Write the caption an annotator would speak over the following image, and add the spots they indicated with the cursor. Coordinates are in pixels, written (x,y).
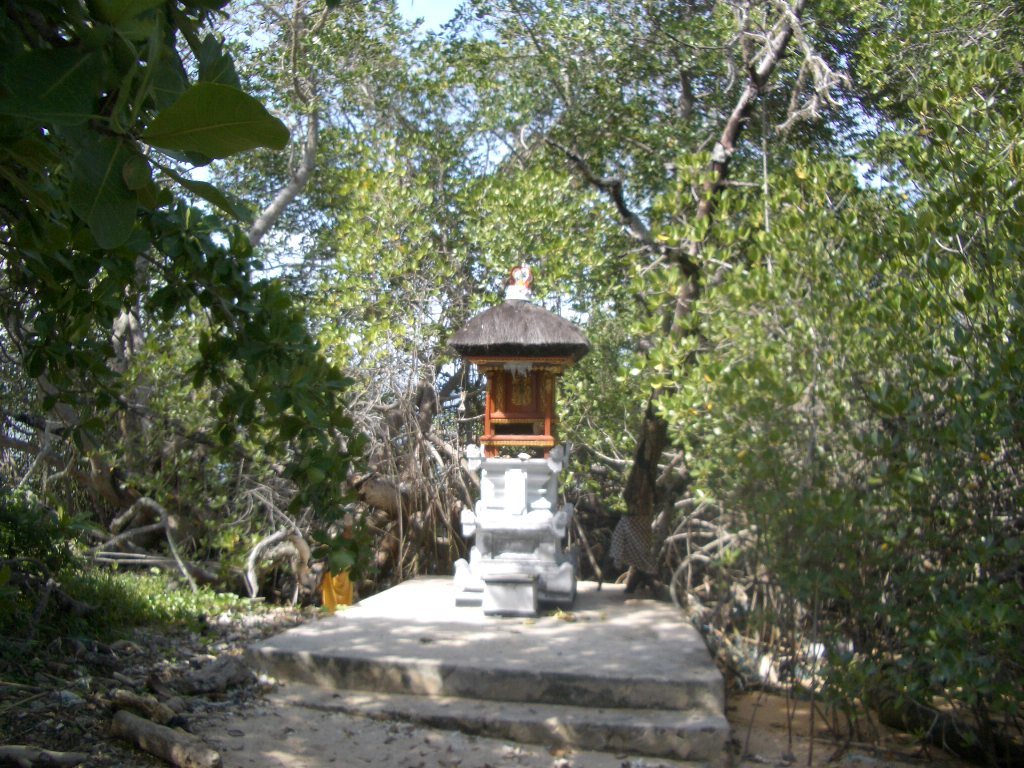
In the image I can see a temple like roof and around there are some plants (806,369) and trees (784,101).
